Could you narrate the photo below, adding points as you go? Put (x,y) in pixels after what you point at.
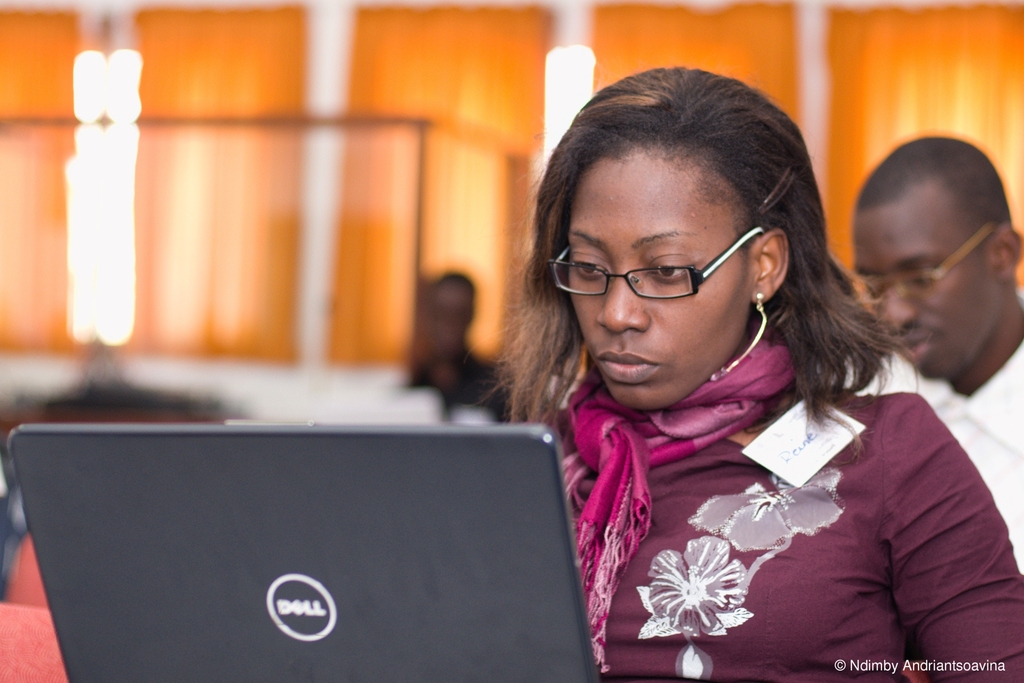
In the foreground of the picture (539,466) we can see a woman (680,445) and laptop (231,427). The background (417,73) is blurred. On the right (974,247) we can see a person (966,361).
